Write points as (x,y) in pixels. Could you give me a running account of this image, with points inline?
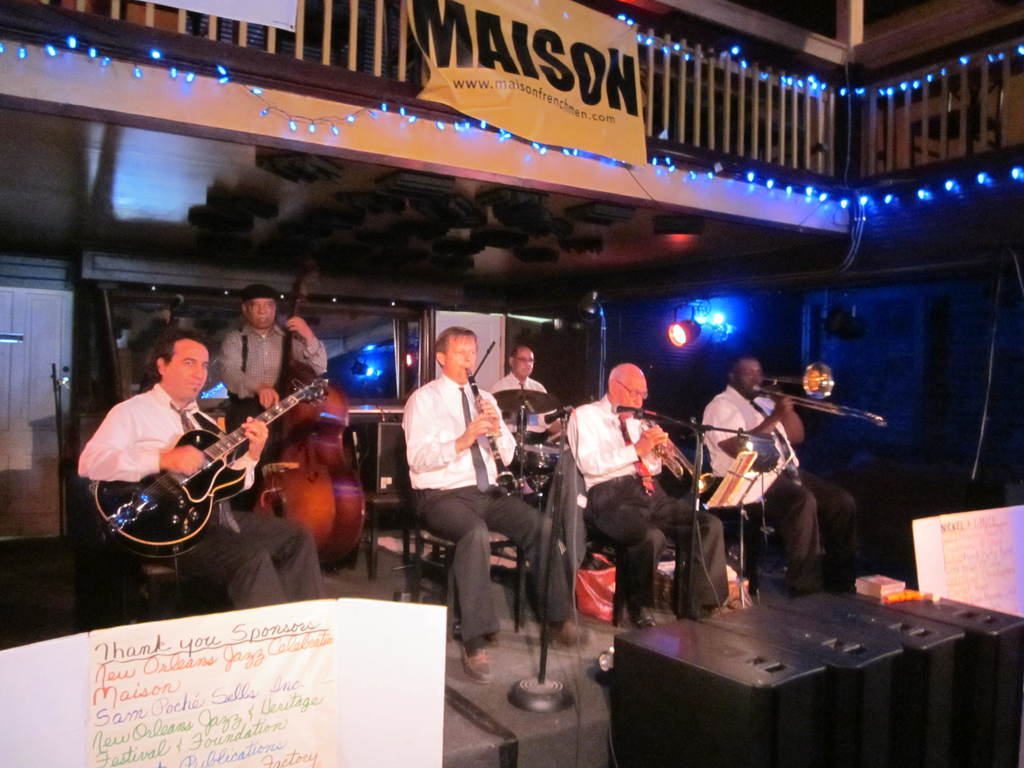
At the top (698,180) we can see a balcony (689,78) and there is a banner (608,54). We can see lights (661,171) here. We can see most of the men (461,464) sitting on a chairs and playing musical instruments (187,525). These are mike's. This is a platform (491,746). Here we can see a chart paper (291,716). these are electronic devices (791,675).
